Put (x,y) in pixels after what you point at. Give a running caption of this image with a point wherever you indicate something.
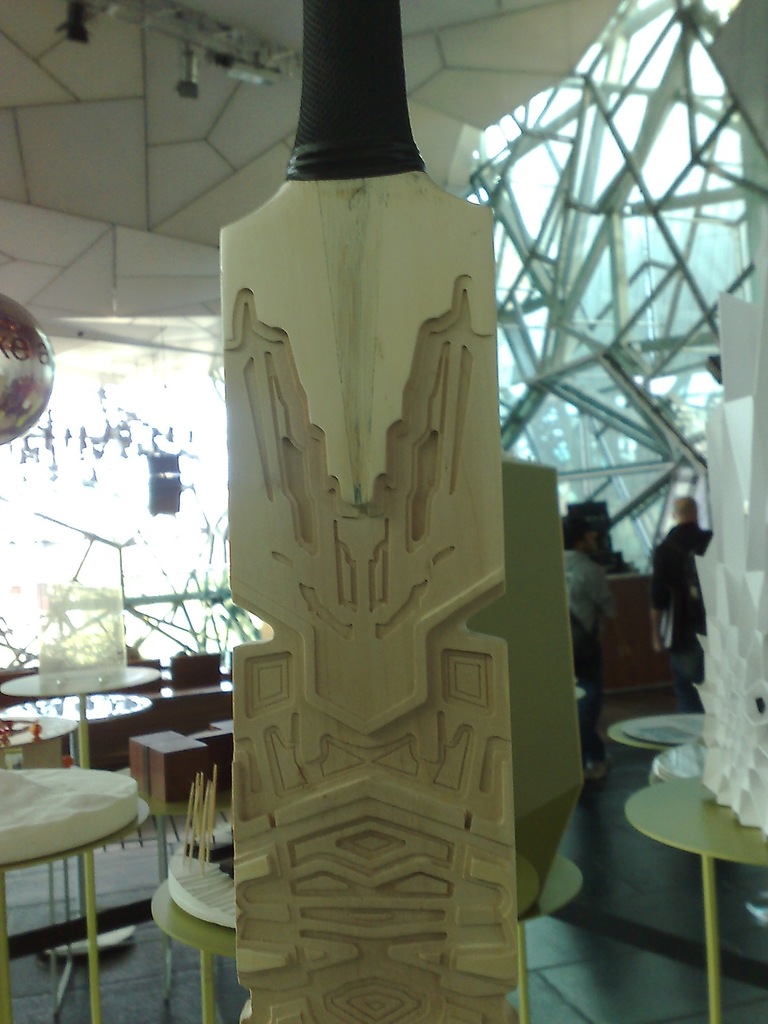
In the image there is a bat (378,483) with carvings (394,732) on it and behind it there are display stands (724,836), in the back (644,29) there is glass architecture (532,133), this seems to be clicked inside an exhibition space (676,979).
